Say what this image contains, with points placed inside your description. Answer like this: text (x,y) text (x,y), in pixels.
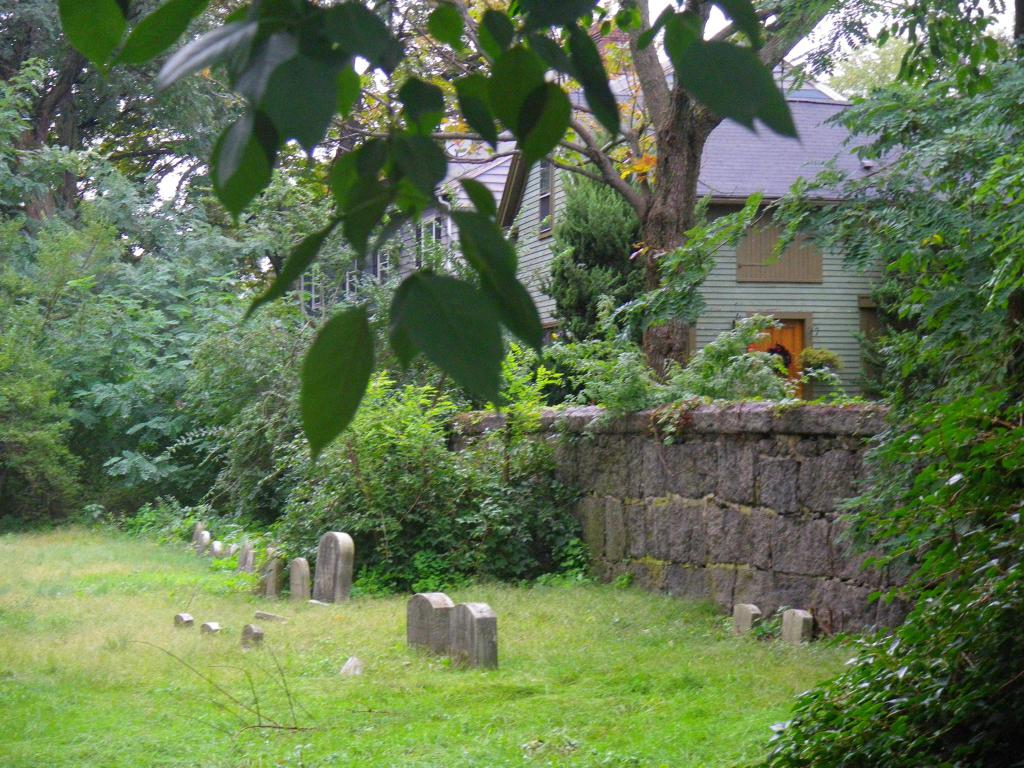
In the foreground of the picture (500,66) we can see trees (1008,619), grass (502,712) and gravestones (410,605). In the middle of the picture (587,342) there are trees (650,208), plants (579,380), wall (481,424), building (763,182) and gravestones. In the background (53,71) there are trees (855,35) and sky (875,33).
